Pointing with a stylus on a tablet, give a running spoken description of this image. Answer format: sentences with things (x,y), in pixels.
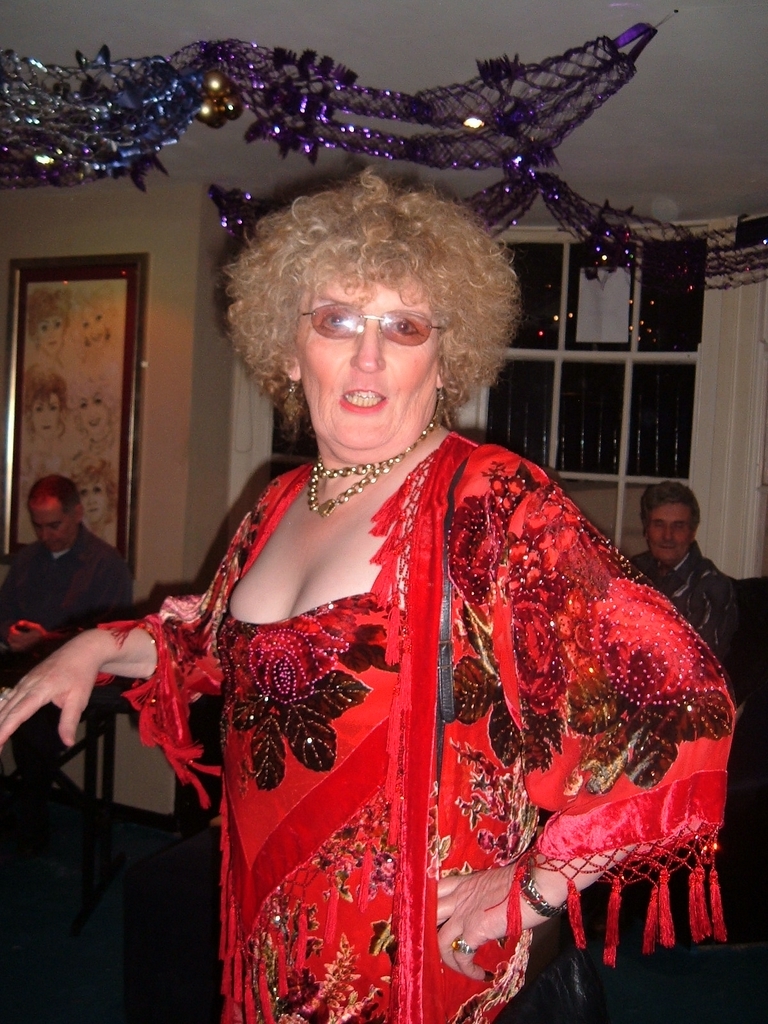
As we can see in the image in the front (411,761) there is a woman (413,514) wearing red color dress (298,763). In the background (131,584) there are two people (690,560) sitting. There is a window (654,406) and a white color wall (156,288) over here.
